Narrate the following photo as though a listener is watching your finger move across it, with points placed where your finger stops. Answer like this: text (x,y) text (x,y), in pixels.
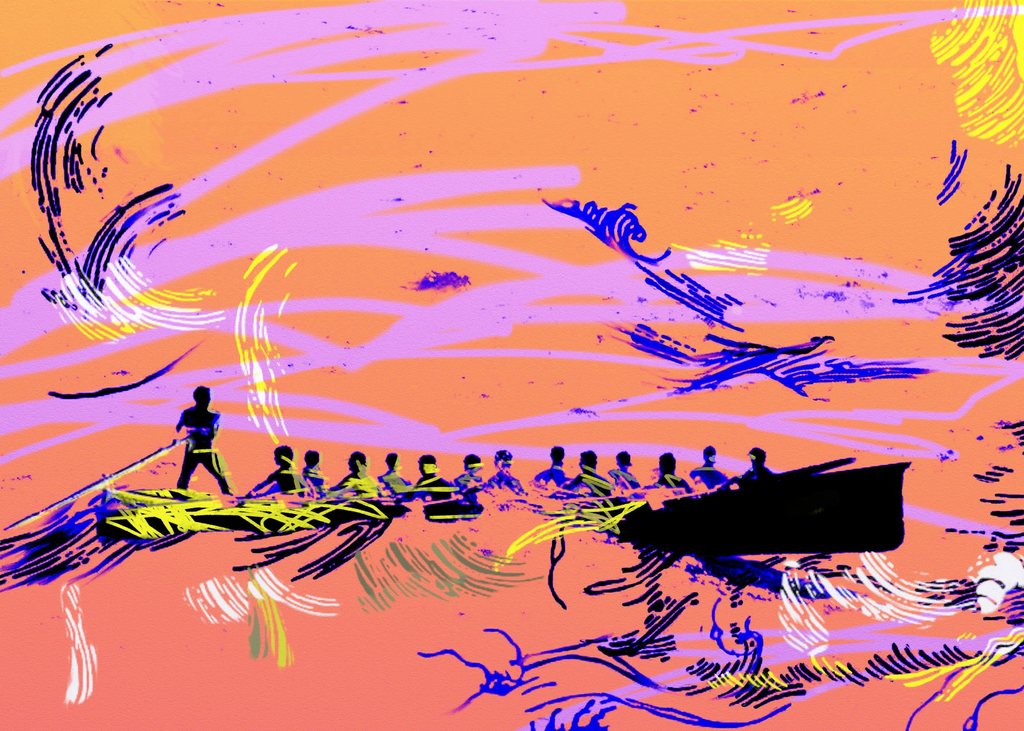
In the picture we can see a painting (660,483), in the painting (727,498) we can see a boat (738,492) with some people (571,484) sitting and one man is standing and riding it with stick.
